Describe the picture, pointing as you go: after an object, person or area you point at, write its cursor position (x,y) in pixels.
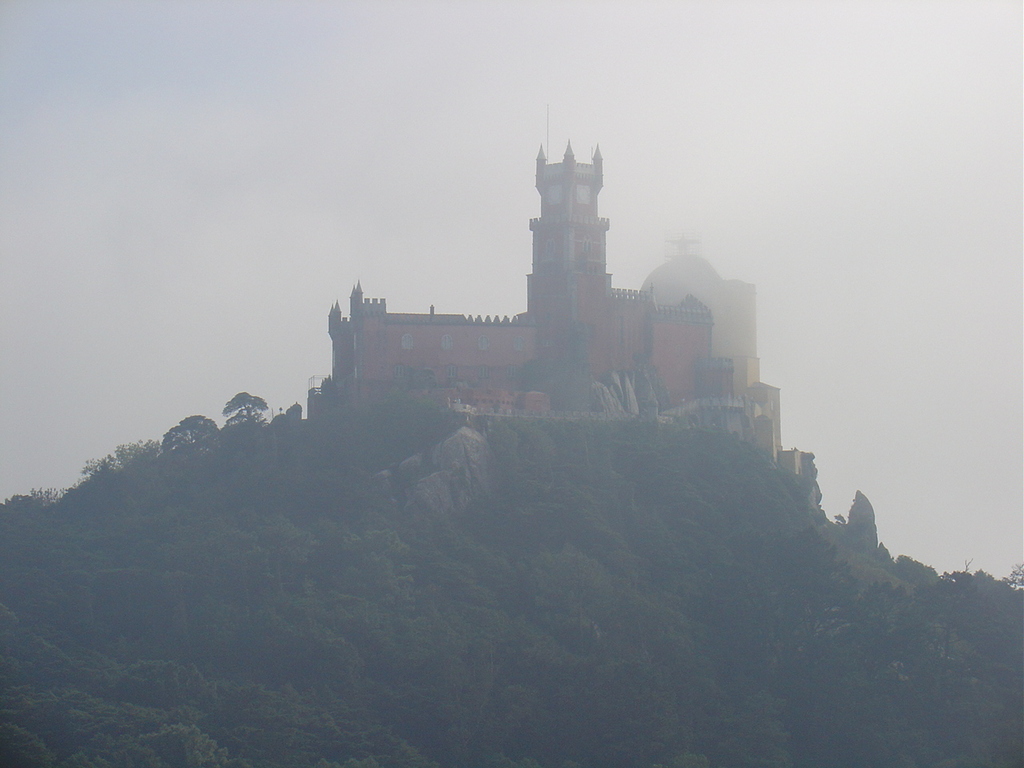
In this image in the center (540,347) there is one building (489,341) and at bottom (402,626) there are some mountains (681,492) and trees (624,601), and at the top of the image (513,134) there is sky (343,298).
